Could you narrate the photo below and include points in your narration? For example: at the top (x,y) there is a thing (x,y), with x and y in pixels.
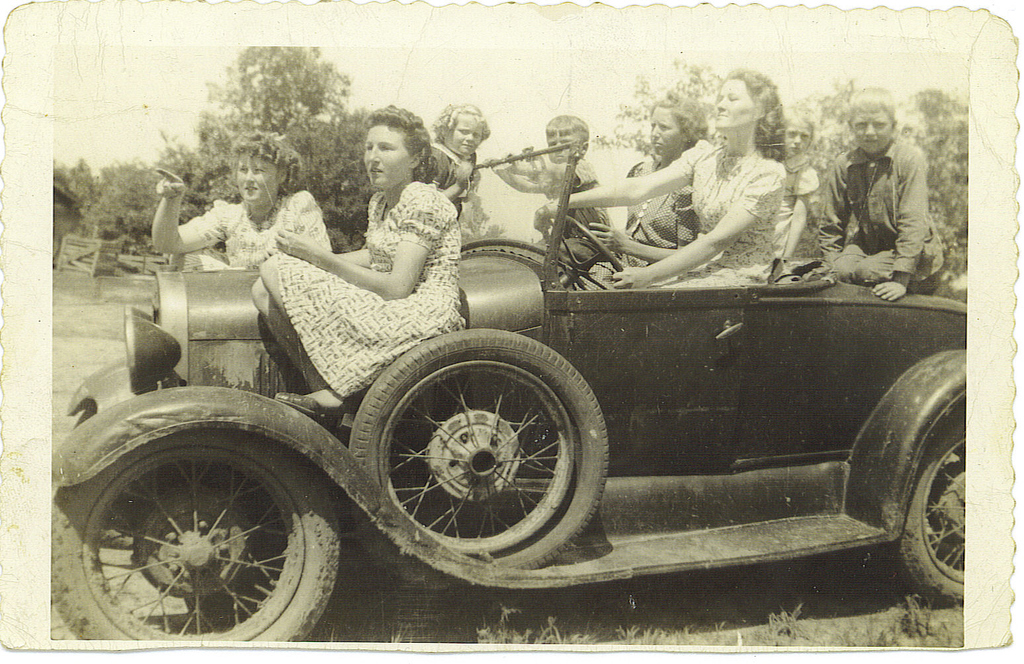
This is a black and white picture. There are few people (398,192) sitting on the car (561,323). There are three wheels (424,463). These are the headlights (136,341). At background (132,180) I can see trees (344,125).
